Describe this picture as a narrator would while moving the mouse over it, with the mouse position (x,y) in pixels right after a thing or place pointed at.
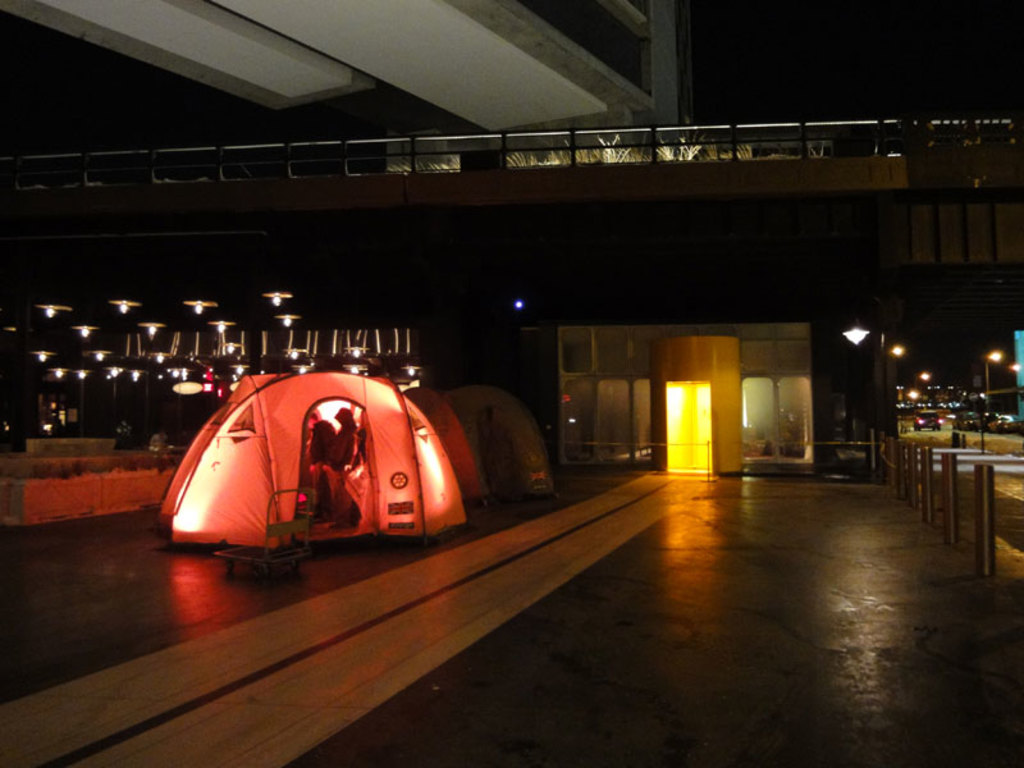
In the foreground of the picture (504,387) we can see building (572,350), plants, light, tent (385,461), people (349,426), floor (650,582), poles (895,457) and other objects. In the background (957,424) we can see street lights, vehicles (989,426), road (932,436) and decorative lights (154,334) and other objects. At the top (388,59) we can see white bridge (419,60).
